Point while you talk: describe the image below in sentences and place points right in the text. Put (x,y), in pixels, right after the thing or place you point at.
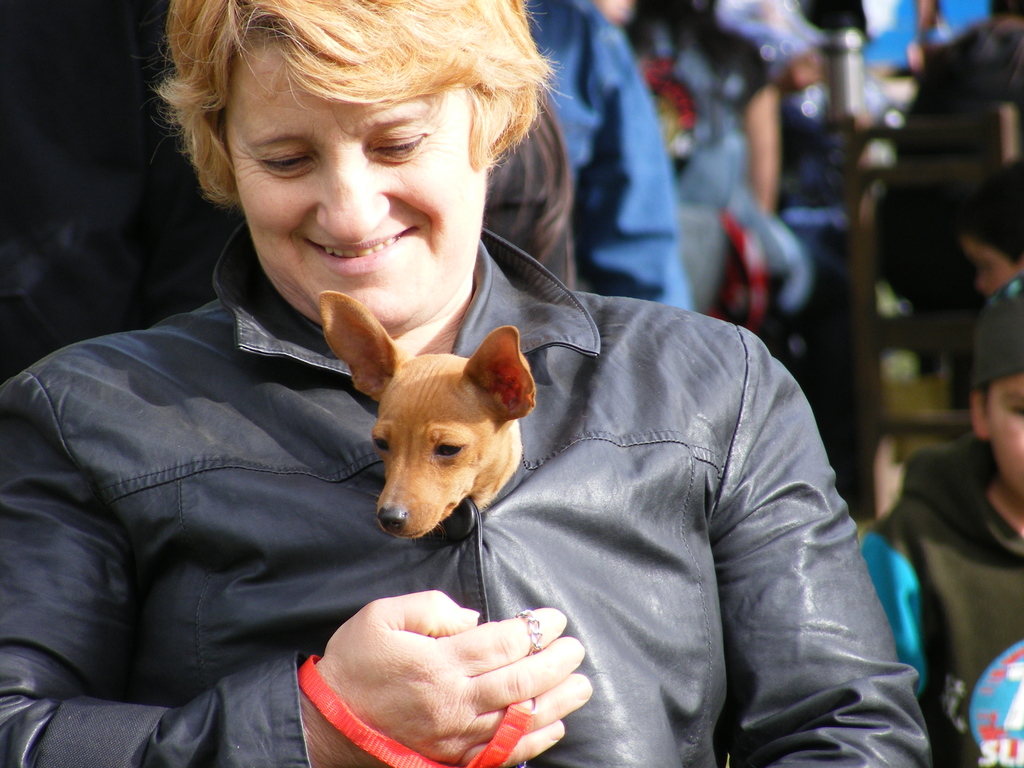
In this image I see a woman (398,47) who is smiling and there is a dog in her clothes (250,620), In the background (149,296) I see few people (28,258).
